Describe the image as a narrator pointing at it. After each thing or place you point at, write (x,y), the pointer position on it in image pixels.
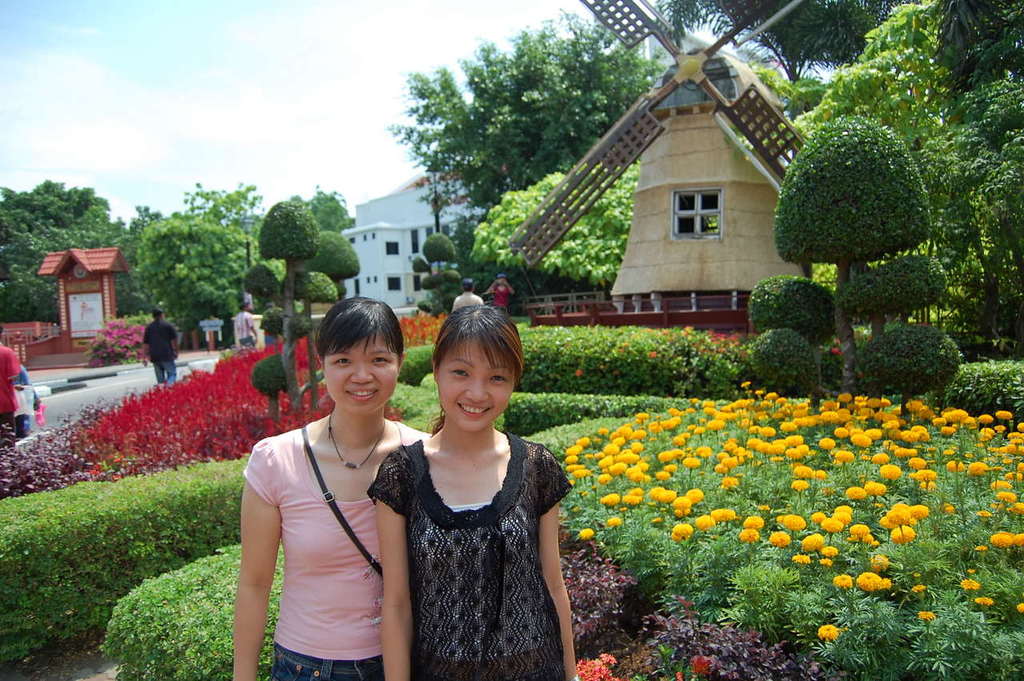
In this image we can see people (300,571). In the background of the image (480,281) there are some plants (847,435), flowers (863,414), trees (199,319), buildings (390,248), persons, road (44,400) and other objects (62,250). On the left side (223,125) top of the image (305,72) there is the sky (264,23).
